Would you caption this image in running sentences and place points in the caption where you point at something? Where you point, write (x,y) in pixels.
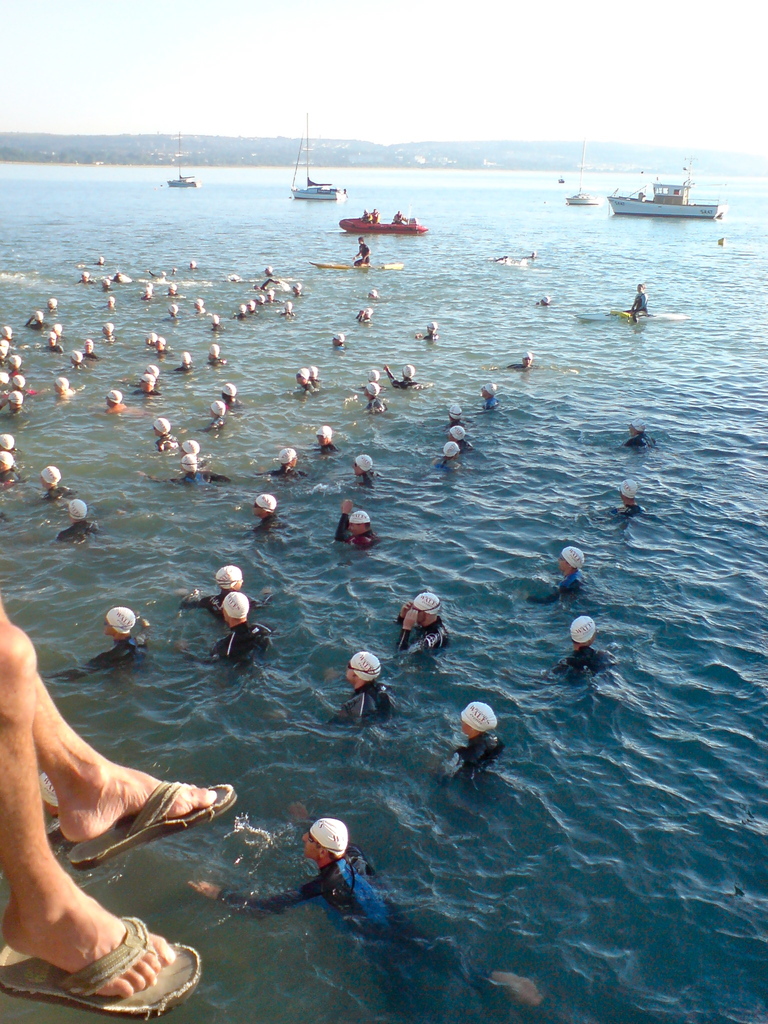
In this image I can see water (469,324) and in it I can see number of people (365,538). I can also see all of them are wearing swimming costume (582,662) and white colour caps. In the background (386,228) I can see few boats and here I can see legs (60,773) of a person (89,776).
